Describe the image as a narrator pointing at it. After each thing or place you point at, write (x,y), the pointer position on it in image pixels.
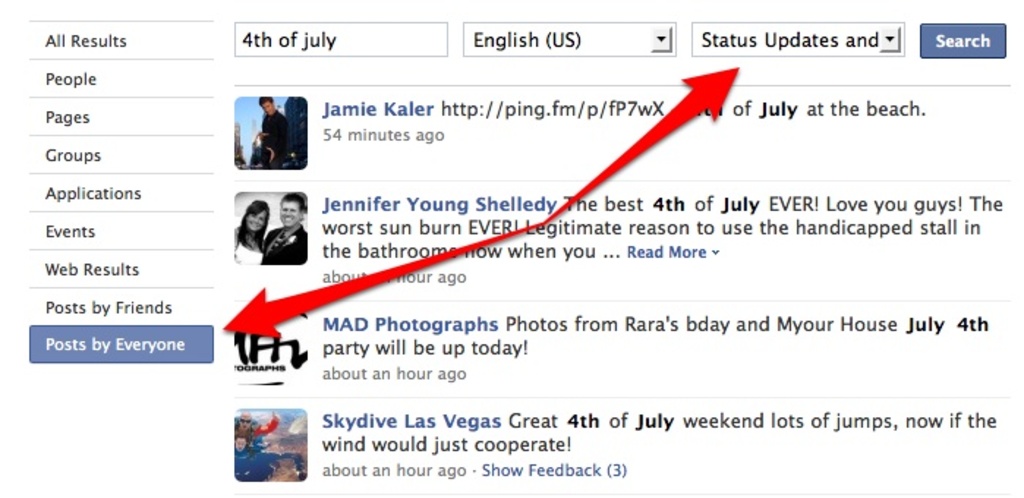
In this picture we can see a web page (619,317) in which we can see text (903,109), pictures (270,165) of some persons (276,136) and red color arrows (711,102).
